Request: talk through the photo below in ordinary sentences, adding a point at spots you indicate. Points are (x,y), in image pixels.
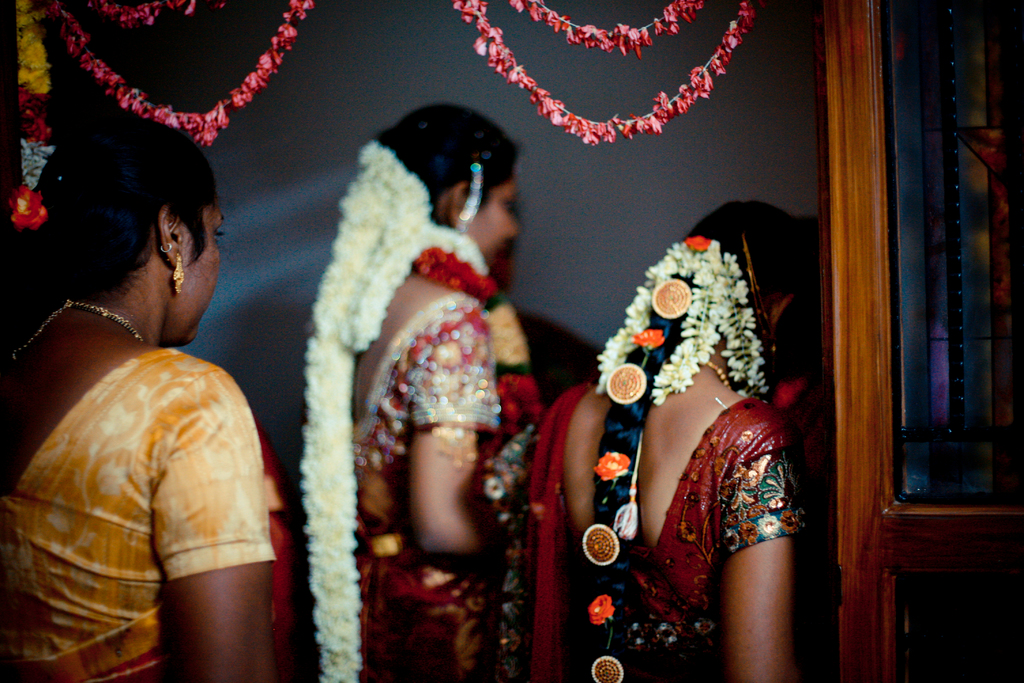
In this picture there are three women (640,412) wearing sarees (396,514) with flowers (617,347) in their heads (667,323). All of them are facing backwards. Towards the right (922,316), there is a door (831,286). On the top (31,133), there are garlands (659,25).
